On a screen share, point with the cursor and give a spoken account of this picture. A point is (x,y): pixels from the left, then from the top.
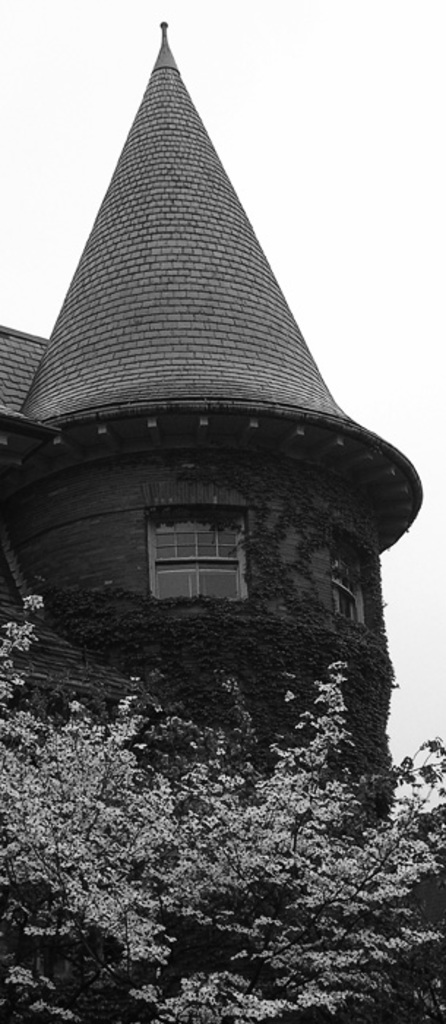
This is a black and white pic. At the bottom (223,765) we can see branches (282,830) of a tree (277,809). In the background (202,439) there is a building (116,296), roofs (13,395), windows (336,607), plants (259,613) and the sky (243,107).
